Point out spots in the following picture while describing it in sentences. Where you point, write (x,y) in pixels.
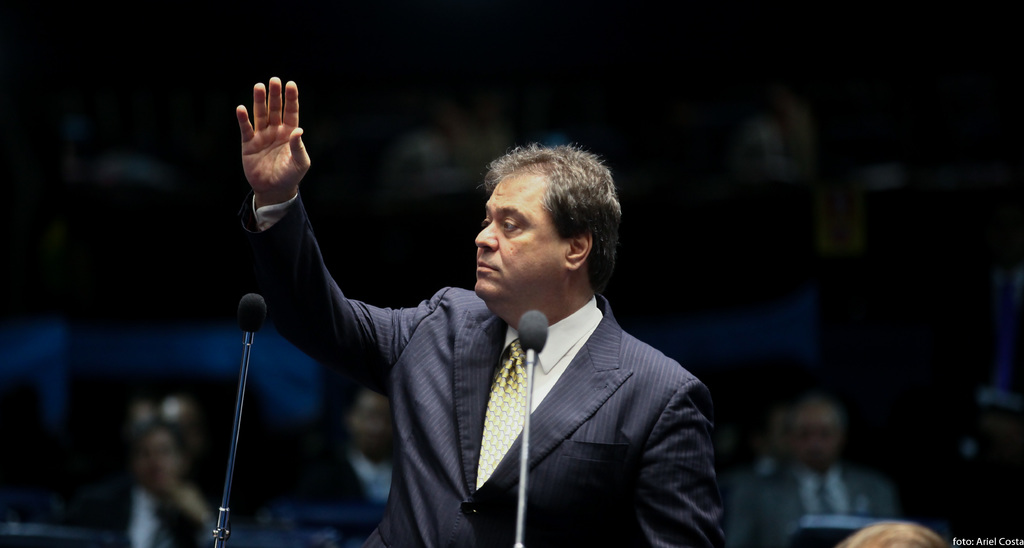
In this image we can see a man (428,415). He is wearing a shirt (559,358), tie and coat (588,401). In the foreground of the image (531,367), we can see mics (528,345). In the background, we can see people (382,434).
